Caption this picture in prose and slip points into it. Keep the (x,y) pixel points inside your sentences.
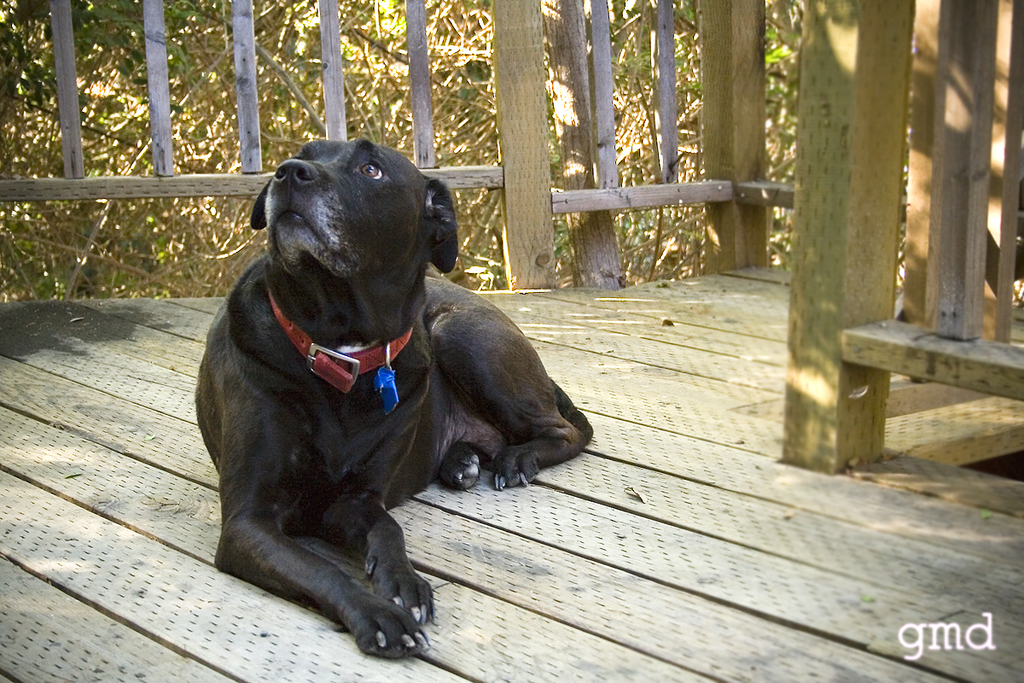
In the center of the image (351,274) a dog (360,323) is lying. In the background of the image (302,99) we can see fencing (71,105), trees (307,51) are there. At the bottom of the image (562,599) floor (562,551) is there.
